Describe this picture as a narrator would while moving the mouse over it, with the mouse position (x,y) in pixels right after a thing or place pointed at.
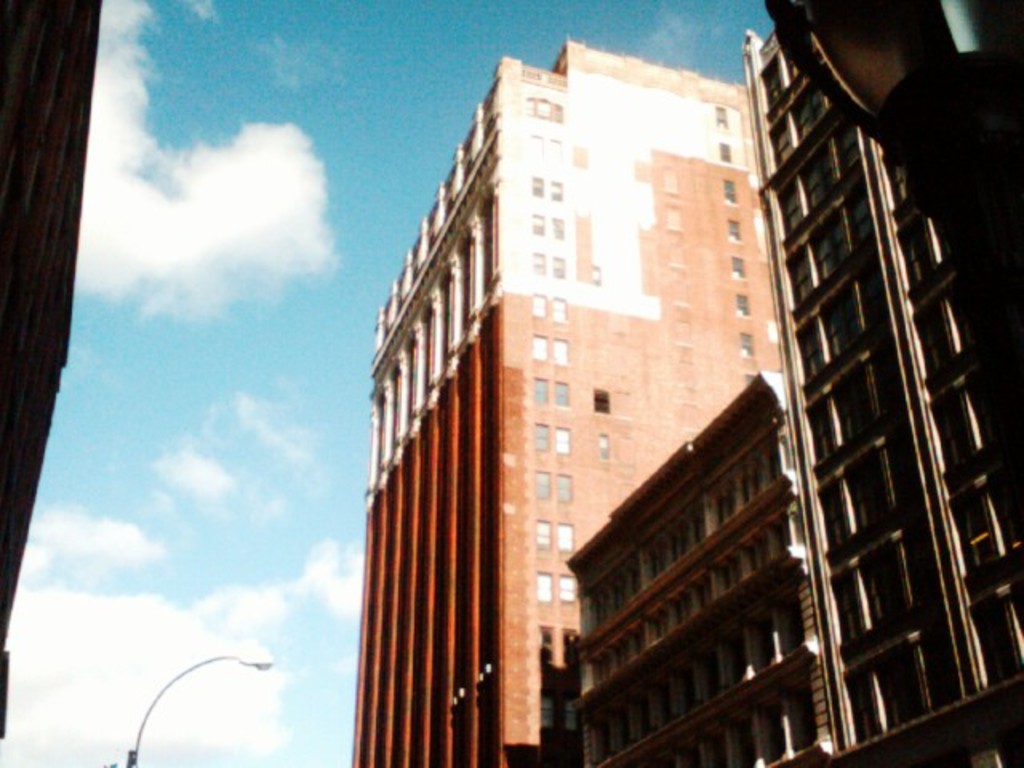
There are some buildings (706,482) on the right side of this image (813,446) and there is a pole (182,673) at the bottom of this image (164,692), and there is a cloudy sky (282,233) in the background (239,342).
